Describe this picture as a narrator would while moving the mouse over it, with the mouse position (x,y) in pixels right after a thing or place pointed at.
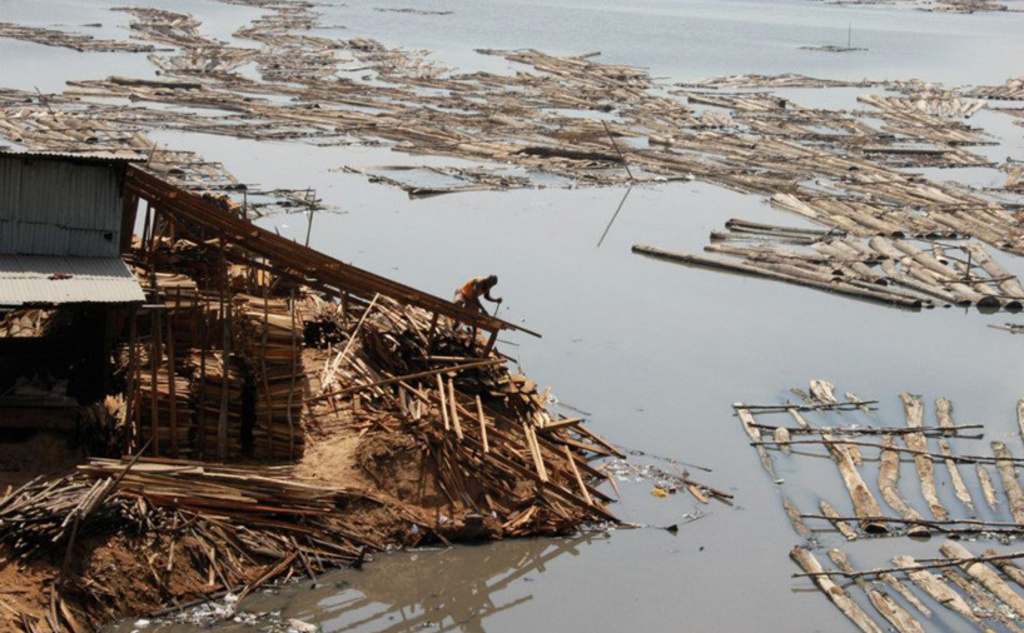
On the left side of the image (176,280) there is a collapsed building (201,279). There are roofs (42,278), many wooden pieces (391,284) and also there is a man (466,296). And on the right side of the image (783,330) there is water (712,603) with wooden logs (818,121) and pieces (758,103).
